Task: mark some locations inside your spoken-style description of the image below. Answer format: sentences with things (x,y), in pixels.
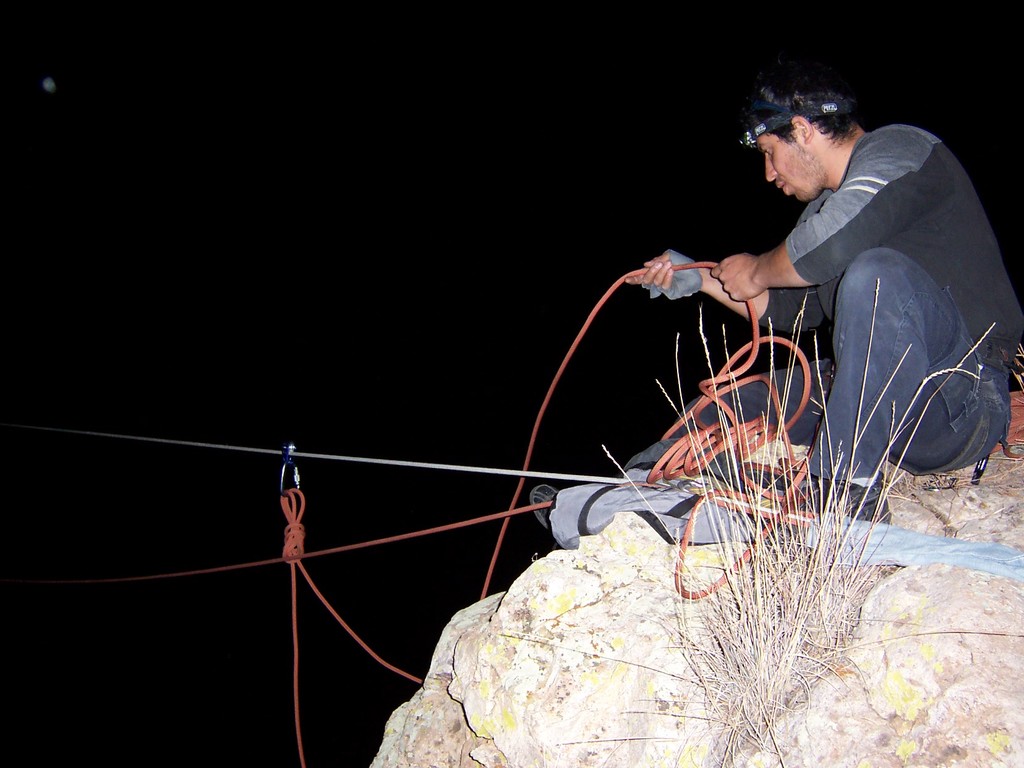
In this image, we can see a man (944,431) sitting on the rock (641,692) and holding a rope (798,475) and we can see some grass (752,662).
